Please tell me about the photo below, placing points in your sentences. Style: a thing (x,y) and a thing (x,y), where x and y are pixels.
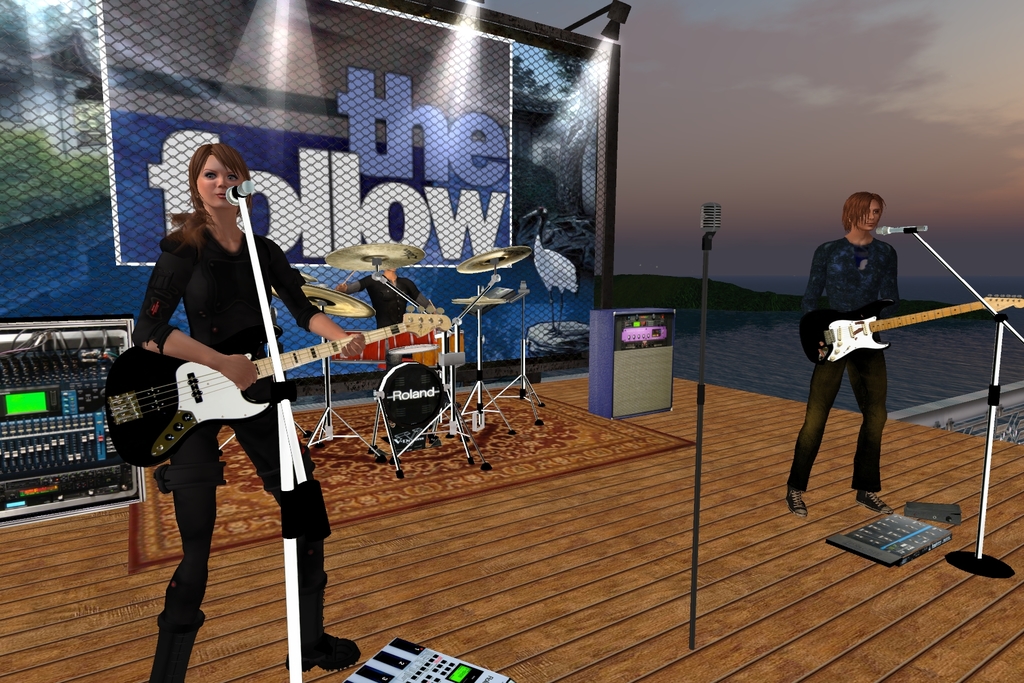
This is an animated picture. Here we can see two persons (204,176) playing guitars (893,322). There are mike's (994,430), musical instruments (399,398), and a person (395,268) sitting on the chair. In the background (338,86) we can see a mesh (488,211), banner (461,206), water (767,339), and sky (792,167).
